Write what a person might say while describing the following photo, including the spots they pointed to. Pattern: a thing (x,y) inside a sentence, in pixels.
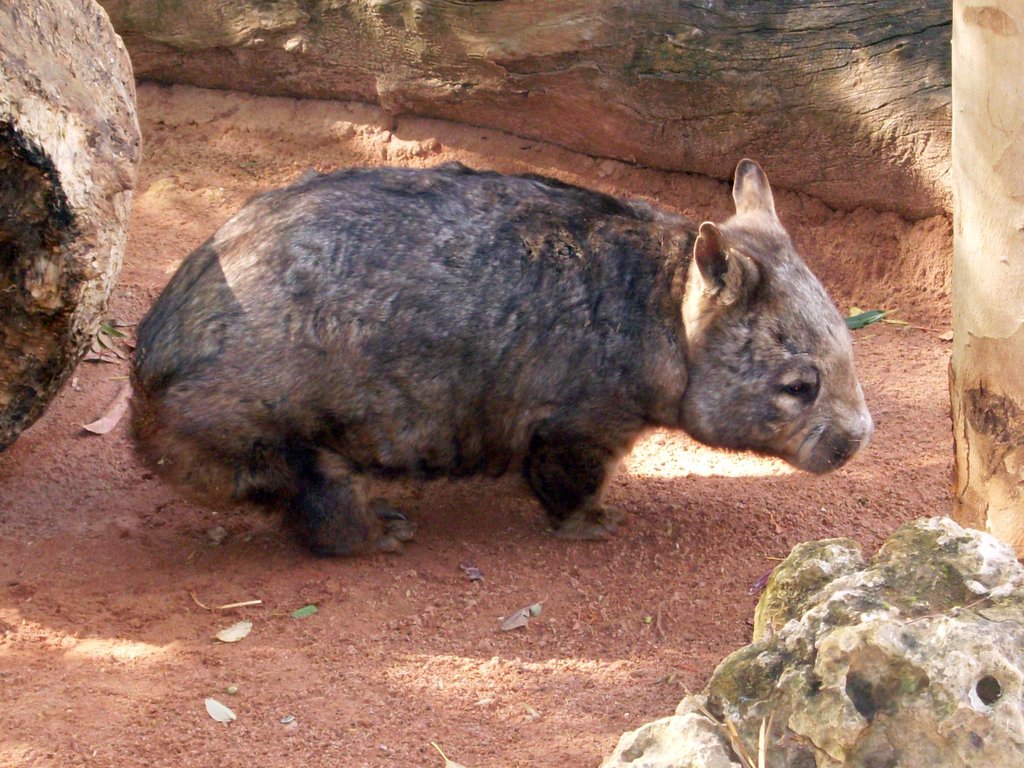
This image is taken outdoors. At the bottom of the image (453,678) there is a ground (338,642) and there is a rock (876,662). On the right side of the image (958,139) there is a tree (972,36). In the middle of the image (680,278) there is an animal (530,349). At the top of the image (748,69) there is a bark (608,60) and a rock (43,45).
